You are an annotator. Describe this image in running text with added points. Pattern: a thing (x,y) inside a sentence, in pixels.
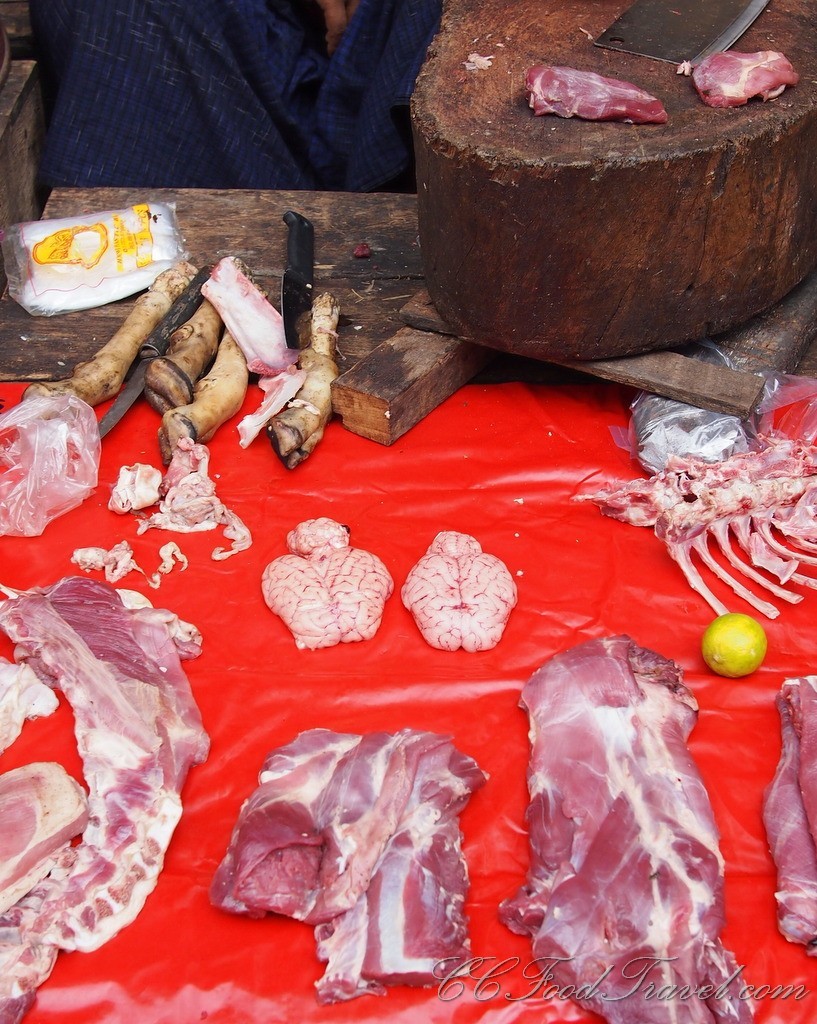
This is the picture of a place where we have some flesh (438,809), bones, chopping pad (788,93) and some other things (330,416) around.
